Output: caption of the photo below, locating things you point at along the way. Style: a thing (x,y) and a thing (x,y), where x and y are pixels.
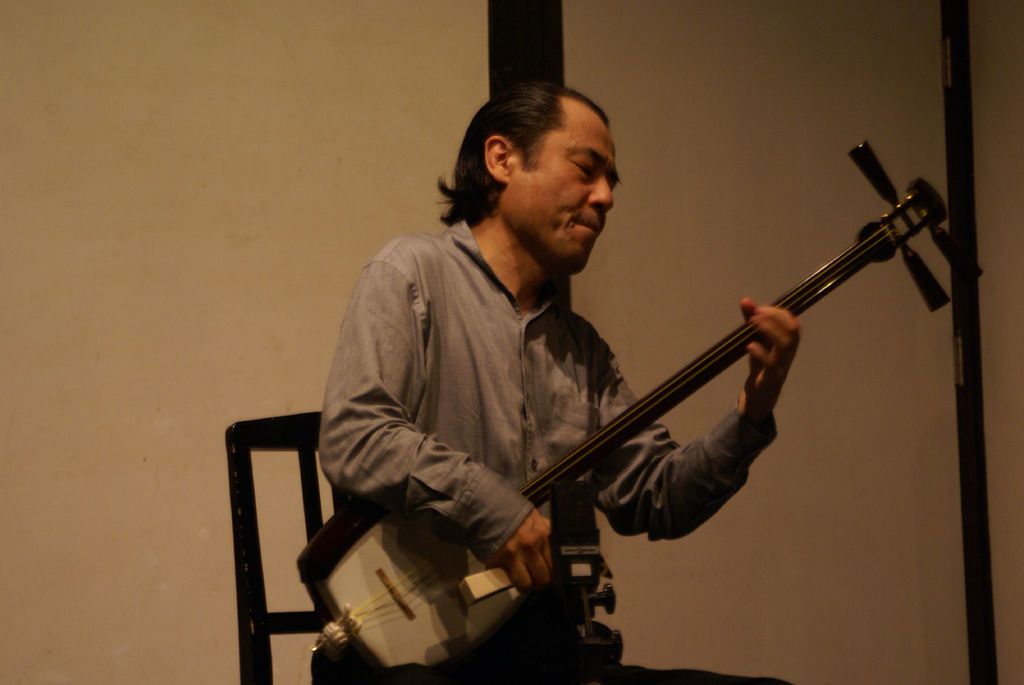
In the background (62,73) we can see the wall (326,24) and it looks like a door (842,2). In this picture we can see a man (501,676) sitting on a chair (241,675) and he is playing a musical instrument (567,455).
